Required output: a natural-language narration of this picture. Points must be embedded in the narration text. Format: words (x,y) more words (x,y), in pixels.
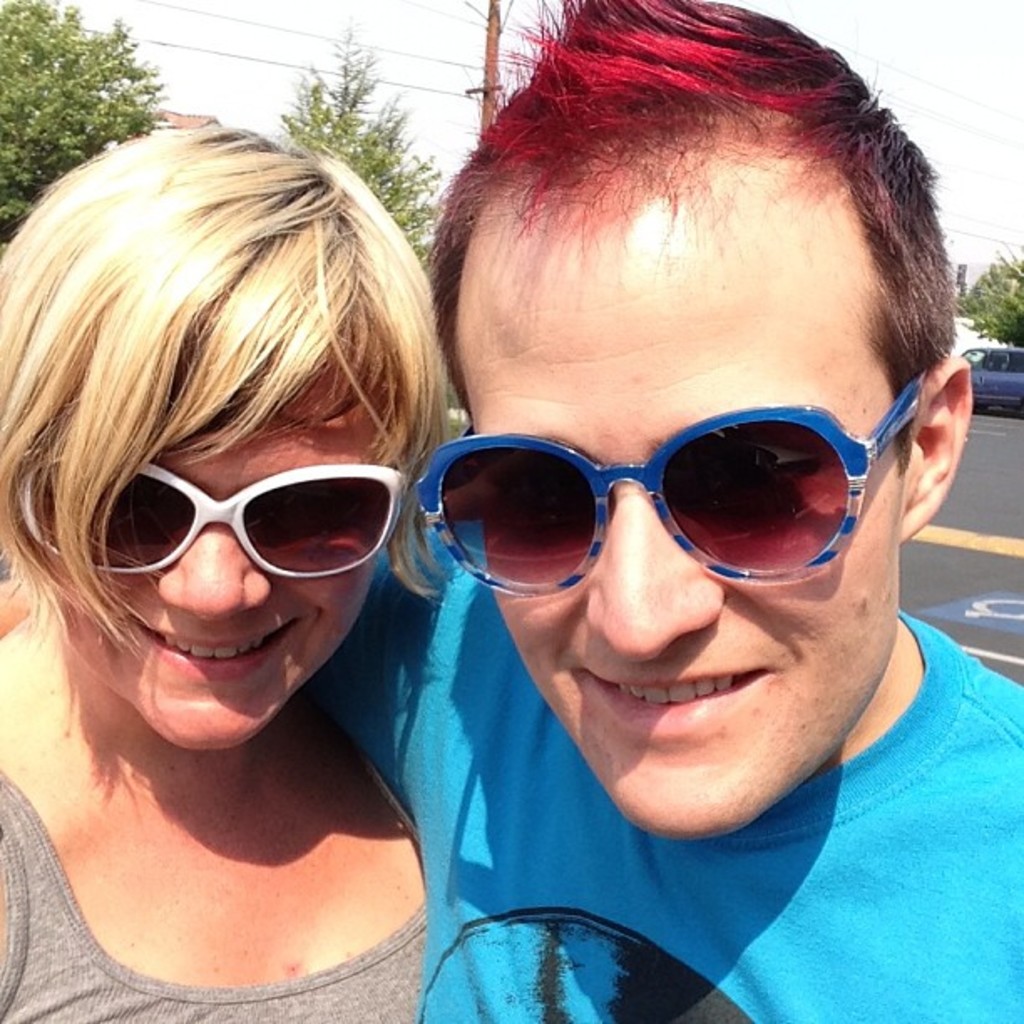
In the image two persons (806,129) are standing and smiling. Behind them there are some trees (36,138) and poles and vehicles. At the top of the image (966,72) there is sky (1015,7).
